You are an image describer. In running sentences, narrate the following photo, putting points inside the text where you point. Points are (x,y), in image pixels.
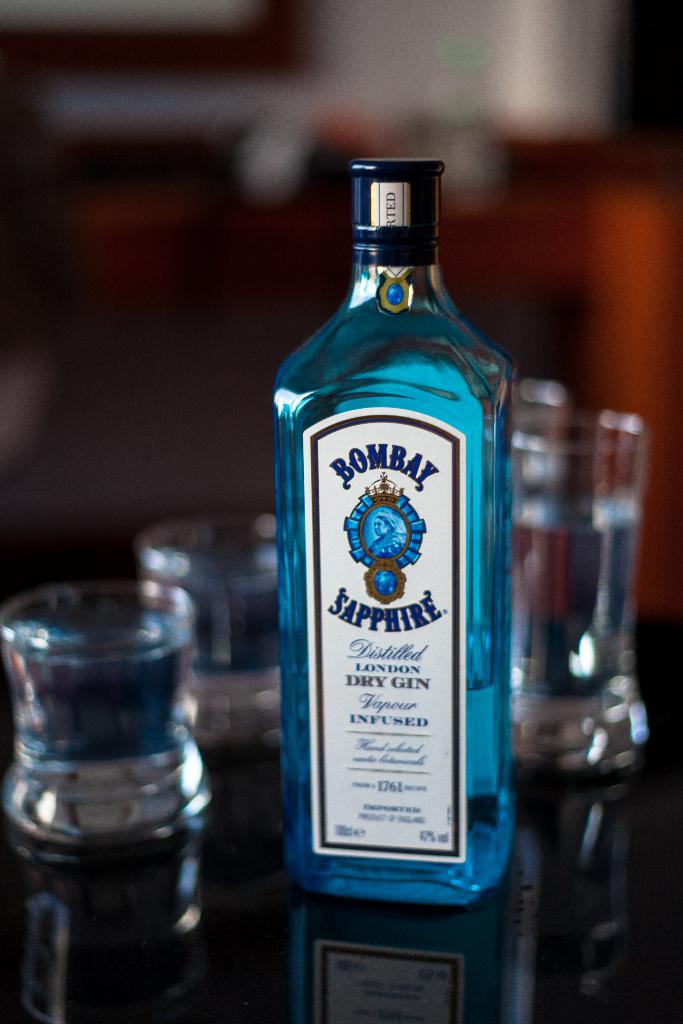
This image consists of glasses (201,649) and bottle (349,523). On the bottle (381,565) there is a Bombay Sapphire (364,619) written on it. In that there is a blue color liquid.
